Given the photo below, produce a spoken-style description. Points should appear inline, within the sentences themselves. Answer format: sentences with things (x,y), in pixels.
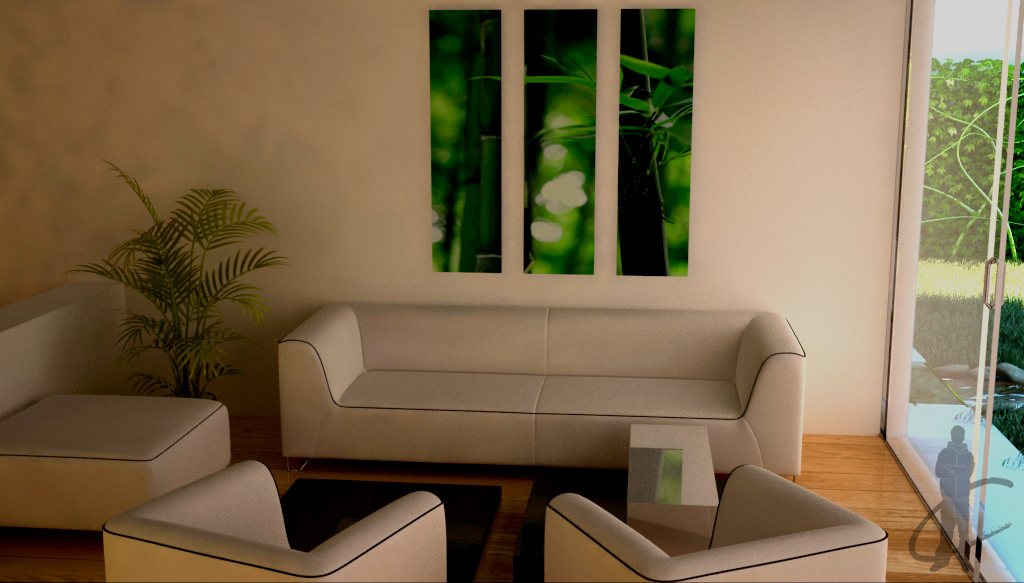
This is a room (763,297) which has a sofa set (712,348) and the plant (204,197) beside the sofa (687,335) and a wall poster (553,77) and also a window (943,130) from which we can see the grass (1010,270) and small plants (942,105) outside the room (8,89).
